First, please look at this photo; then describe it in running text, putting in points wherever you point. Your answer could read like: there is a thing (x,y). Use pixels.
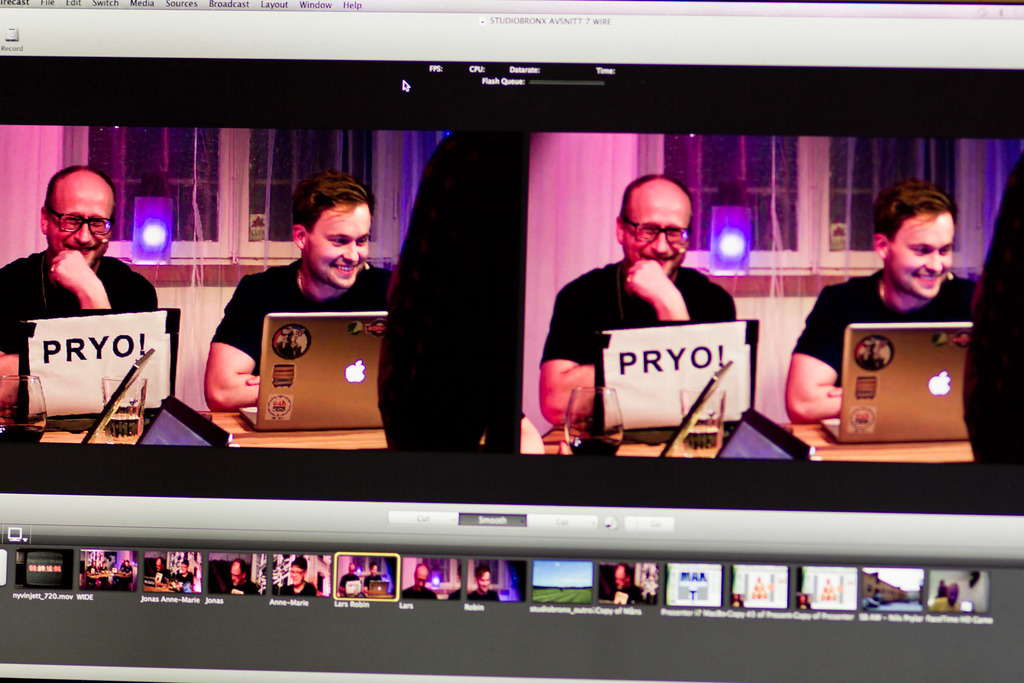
It is a screenshot taken from the screen, there are two people (328,285) sitting in front of the laptops (278,390) and behind the people (220,397) there is a speaker (147,232) with a light (155,220) and behind the speaker (146,247) there is a window (838,200).
